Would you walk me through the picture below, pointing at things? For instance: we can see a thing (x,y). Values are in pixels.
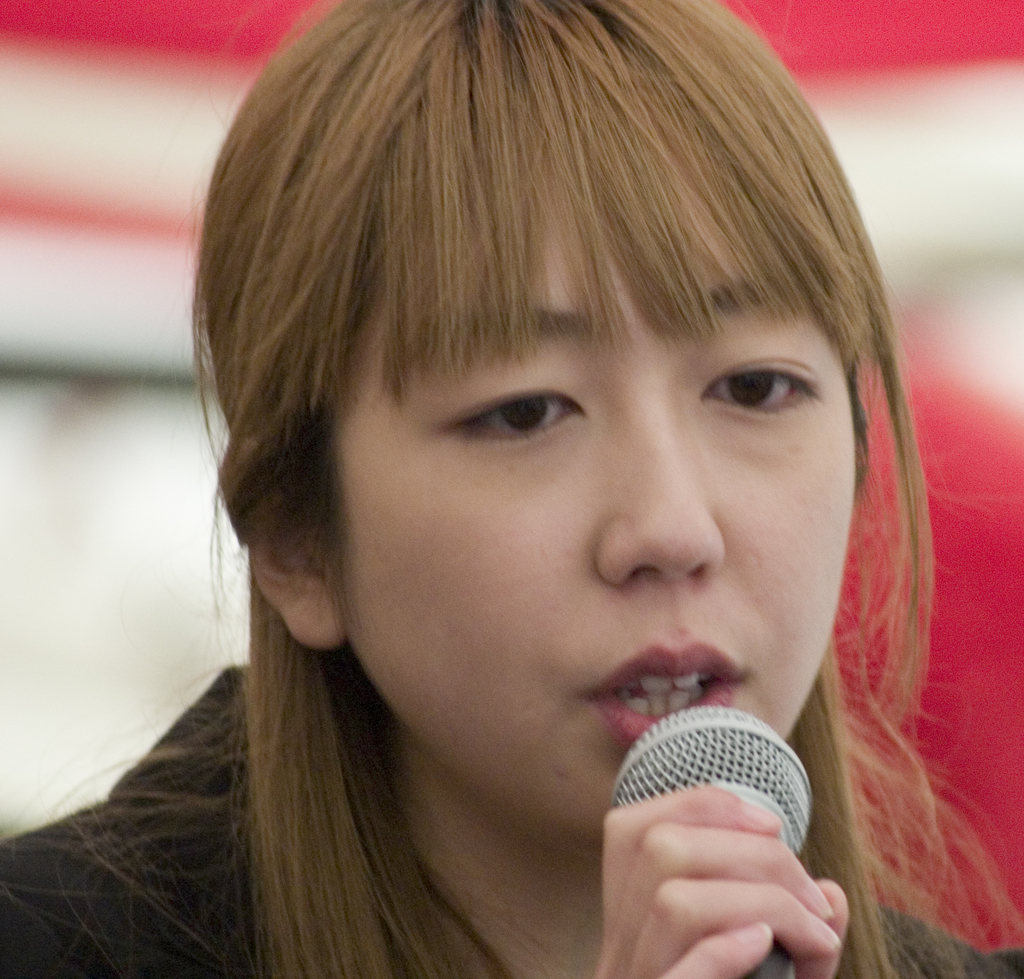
In this image there is one woman (438,593) and she is holding a mike (679,777) it seems that she is talking.
